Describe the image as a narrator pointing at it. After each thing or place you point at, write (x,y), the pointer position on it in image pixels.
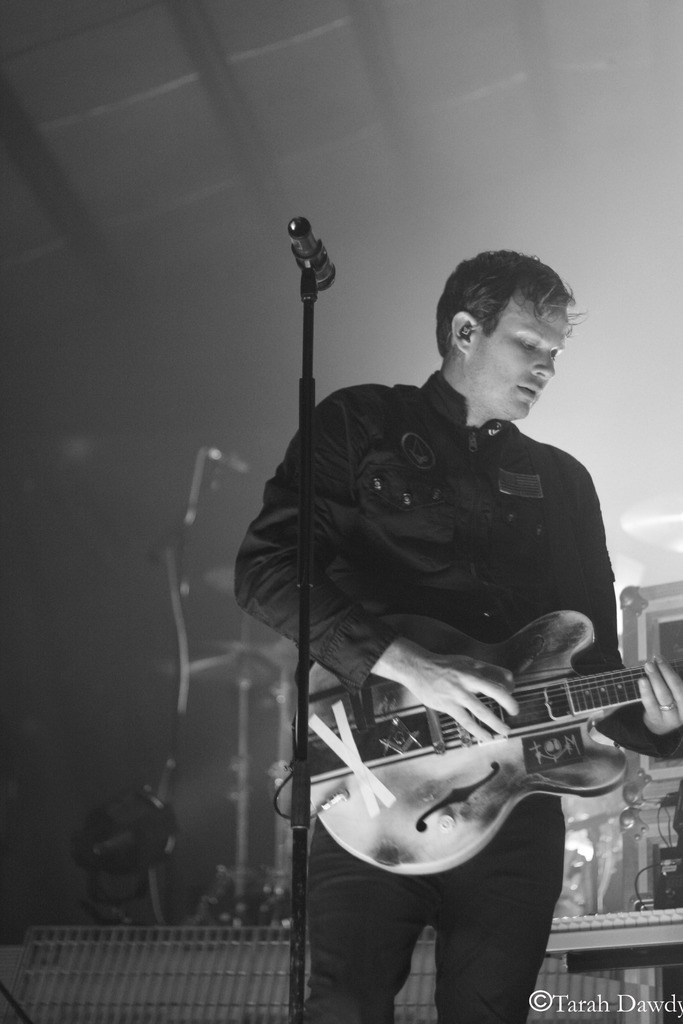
In this image the man (522,378) is standing in the middle (437,538) holding a guitar (381,758) in his hand (499,682). In the front (324,282) there is a mic (322,272) and a black colour stand (306,648).
